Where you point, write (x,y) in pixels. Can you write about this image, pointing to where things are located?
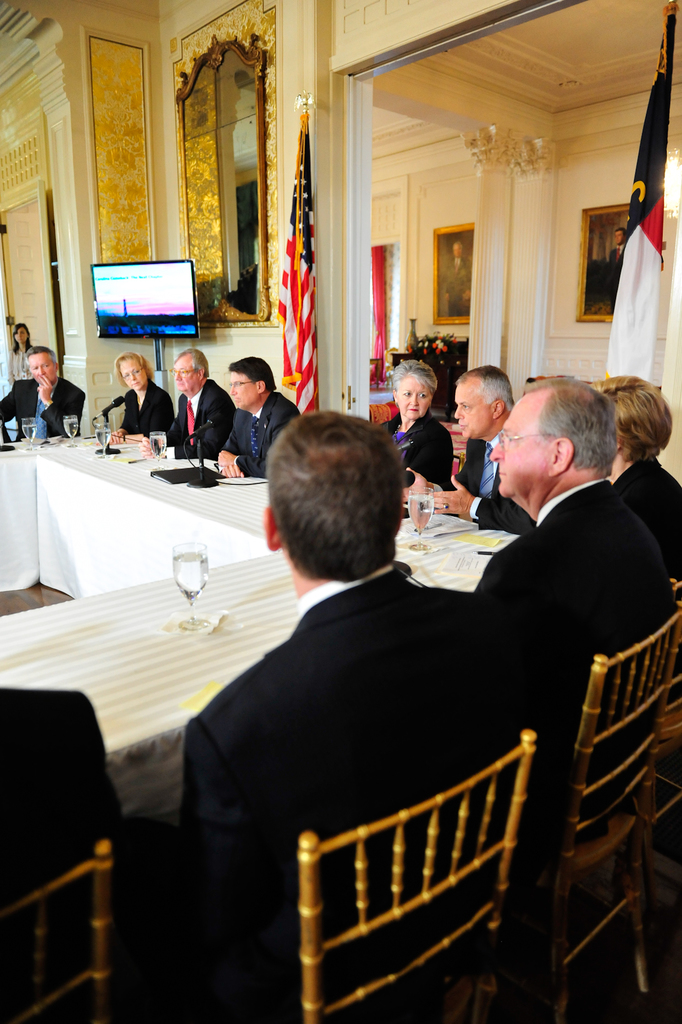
In this picture we can see some persons (40,846) are sitting on the chairs (22,1010). This is table (125,670). On the table (237,598) there are glasses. On the background (522,362) there is a wall (91,228) and these are the frames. Here we can see a screen (158,329) and these are the flags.
